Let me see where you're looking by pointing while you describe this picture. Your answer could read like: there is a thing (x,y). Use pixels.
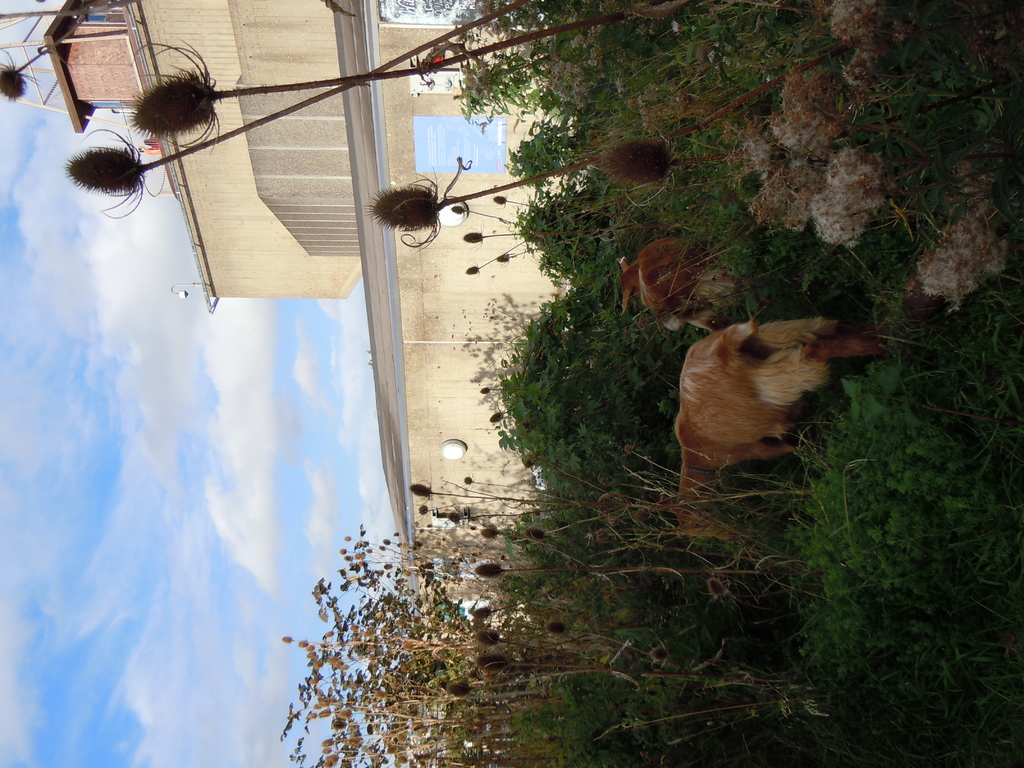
This picture shows couple of goats (714,363) and we see trees (552,395) and few plants (873,375) and we see a building (271,13) and a blue cloudy sky (116,516). The Goats (728,449) are brown in color.
